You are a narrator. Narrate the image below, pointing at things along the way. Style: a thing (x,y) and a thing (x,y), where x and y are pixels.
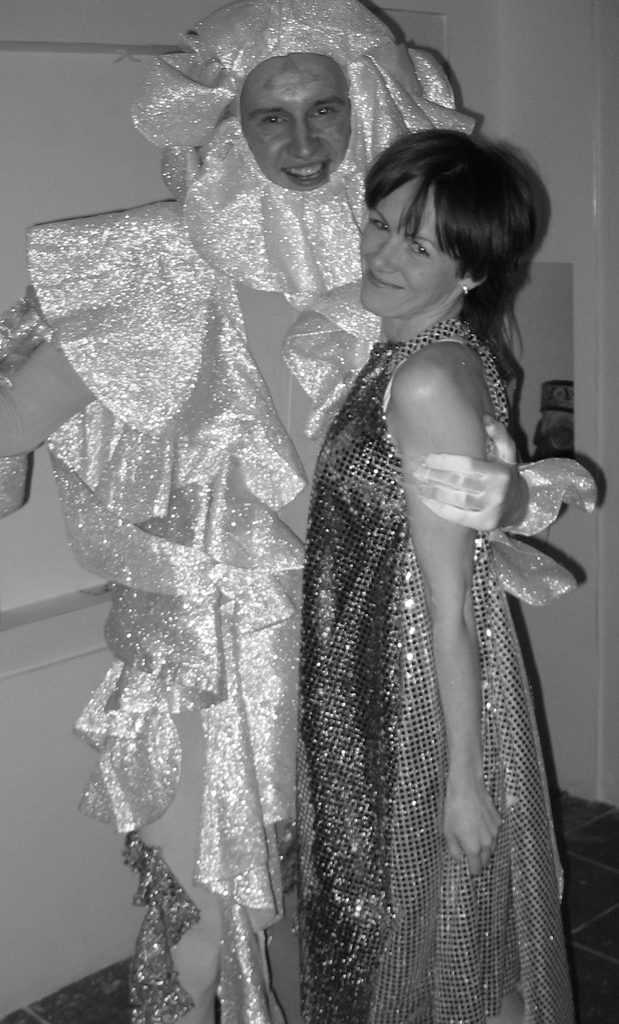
This is black and white image where we can see man (259,319) and woman (368,583). They are wearing costumes (357,654). Behind the wall (551,162) is there.
